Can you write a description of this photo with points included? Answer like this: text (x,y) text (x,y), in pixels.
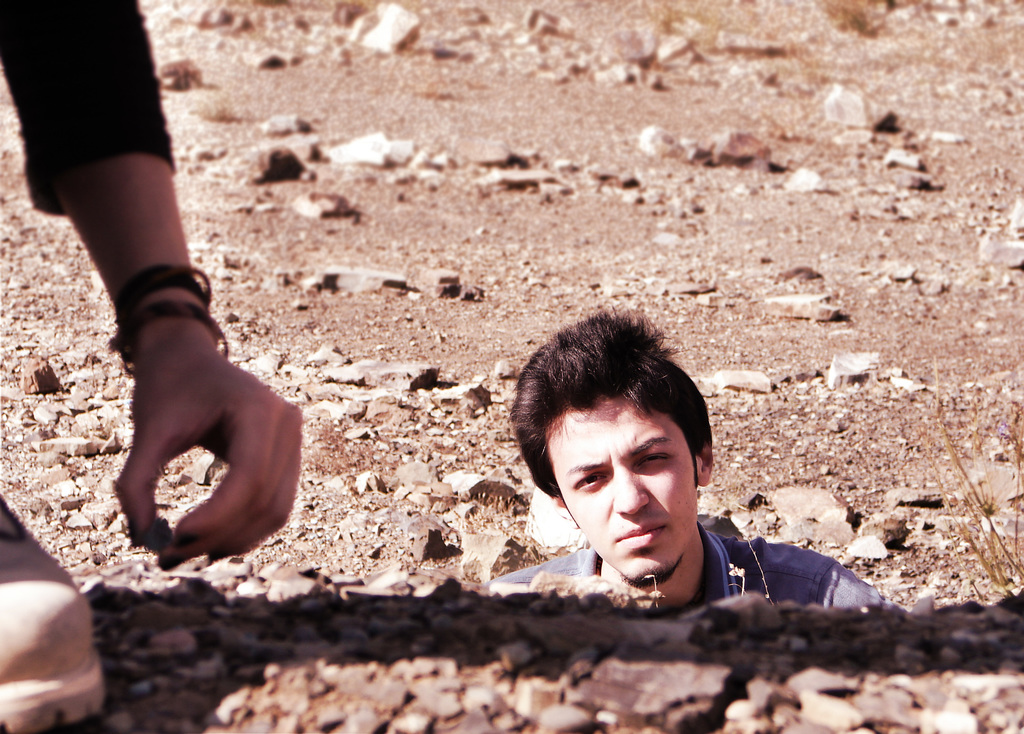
In the center of the image (622,448) we can see a person (557,489). On the left side of the image (139,243), there is a shoe (24,598) and the hand (228,392) of a person (123,212) is holding some object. At the bottom of the image (468,648), we can see the stones (640,618). In the background (682,167), we can see the stones (633,86) and soil (638,215).
